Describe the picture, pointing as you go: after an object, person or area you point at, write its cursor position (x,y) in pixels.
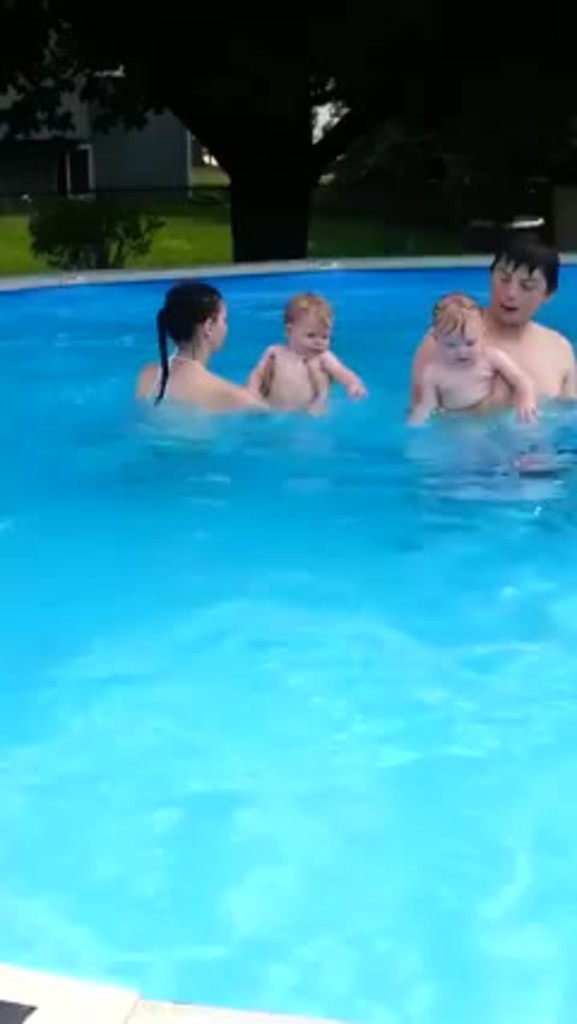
In this picture I can see there is a man (532,359) and a woman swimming in the swimming pool (322,445) and they are holding two kids (355,386). In the backdrop (238,178), there are trees (288,213), plants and building (173,187).
